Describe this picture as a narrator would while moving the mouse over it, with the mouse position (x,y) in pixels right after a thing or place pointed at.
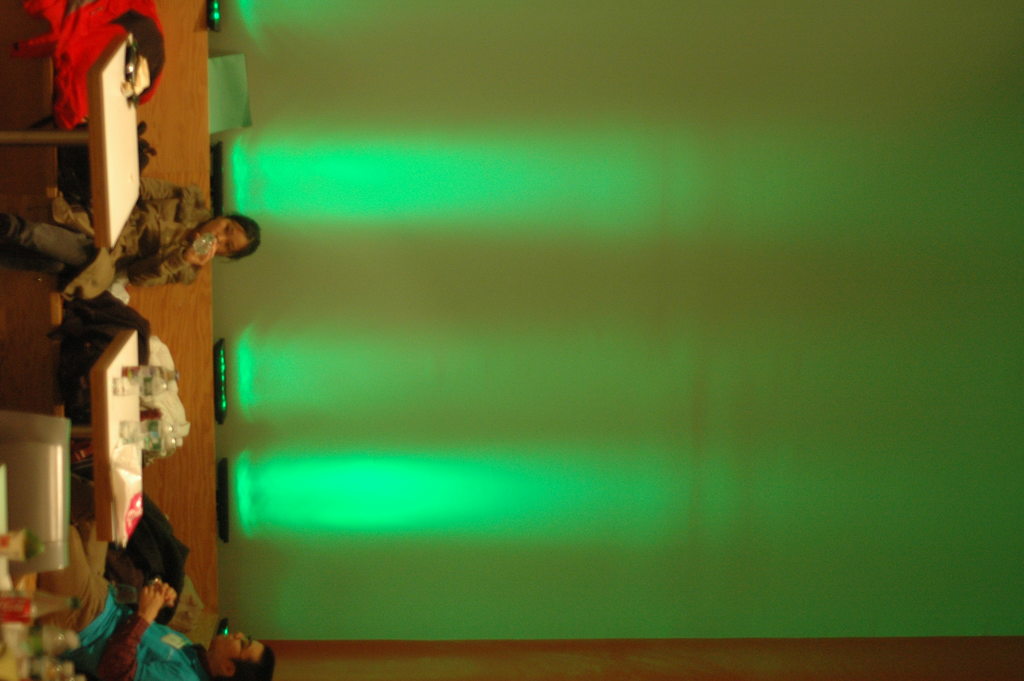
In this image there are tables (105,168) truncated towards the bottom of the image (147,475), there are objects (154,424) on the table (123,407), there is a person (196,238) sitting and holding an object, there is a person (191,646) truncated towards the bottom of the image (191,650), there are objects (40,553) truncated towards the left of the image (26,543), there are objects (46,663) truncated towards the bottom of the image (39,675), there are objects (221,105) on the floor (191,106), there is the wall (330,646) truncated towards the bottom of the image (670,667), there are lights (216,354), there is a light (219,15) truncated towards the top of the image (207,9), there is a wall (661,208) truncated towards the right of the image (947,225), there is a wall (980,356) truncated towards the top of the image (454,51), there is an object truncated towards the top of the image (79,33).
